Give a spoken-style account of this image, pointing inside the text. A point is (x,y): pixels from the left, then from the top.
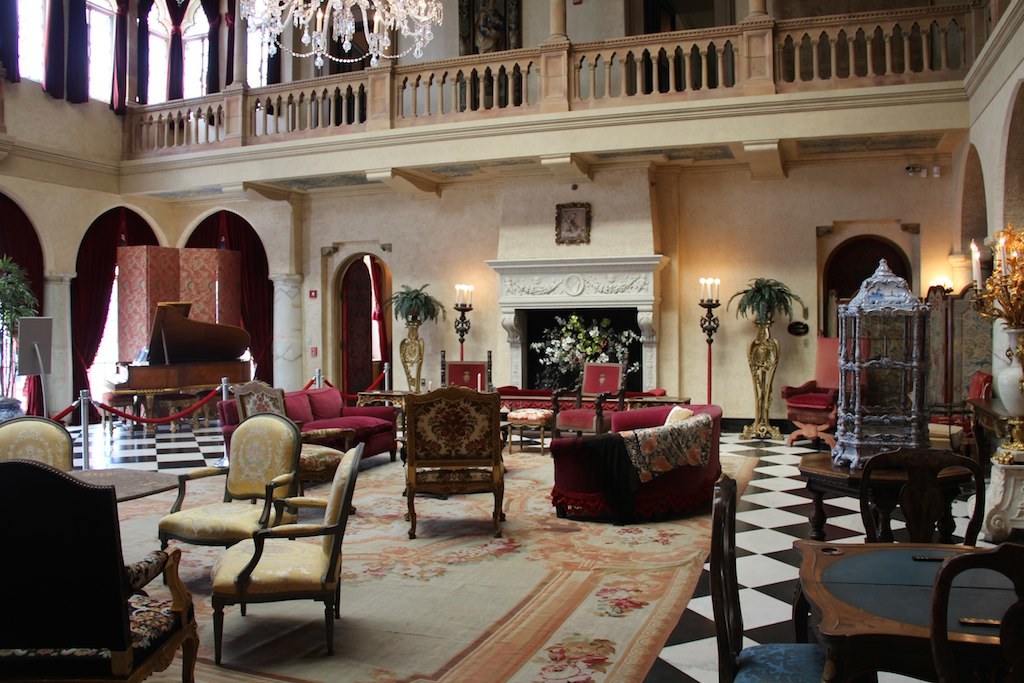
In this image I can see a table (861,614), chair (744,656), couch (662,416), pillow (676,413), flower pot (562,354), candle stand (706,314) and a building (476,169).
